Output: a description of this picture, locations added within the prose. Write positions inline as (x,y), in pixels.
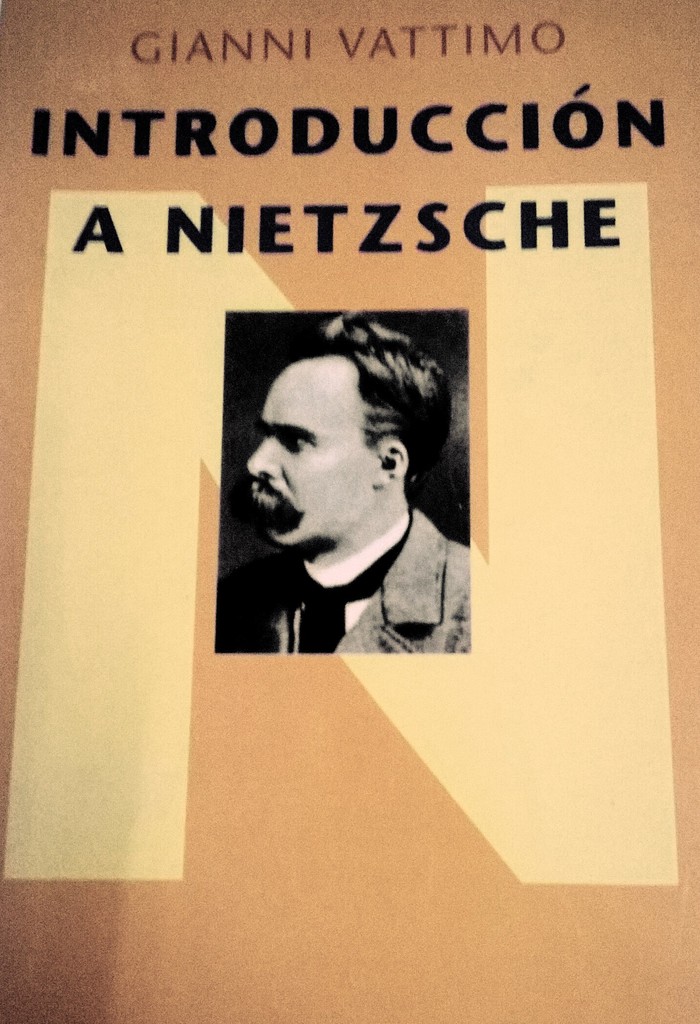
In this image, we can see a photo (54,21), there is a picture (265,375) of a man (367,344) and some text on the photo (546,394).
